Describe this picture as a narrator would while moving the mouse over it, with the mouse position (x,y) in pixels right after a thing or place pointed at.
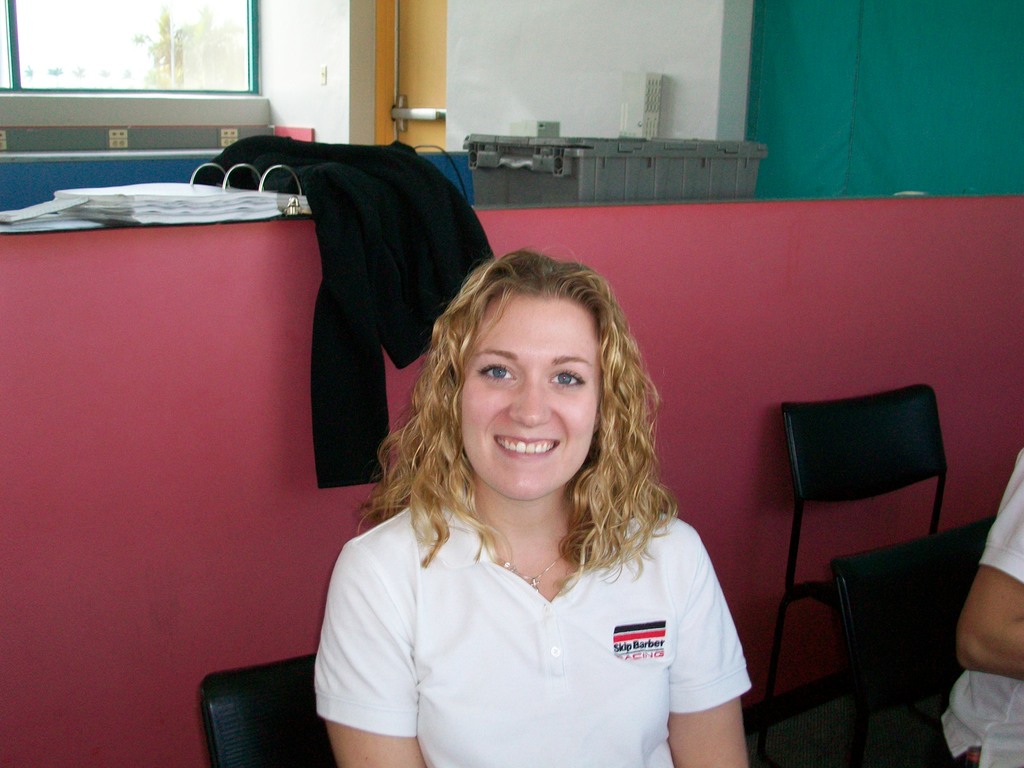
This picture shows a woman (490,594) smiling and sitting in the chair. In the background (137,460) there is a wall (151,338) on which a file (162,209) with some papers (180,212) and a cloth (338,232) were placed. In the background (487,78) there is a wall (463,82), door (411,68) and a windows (165,72) here.
